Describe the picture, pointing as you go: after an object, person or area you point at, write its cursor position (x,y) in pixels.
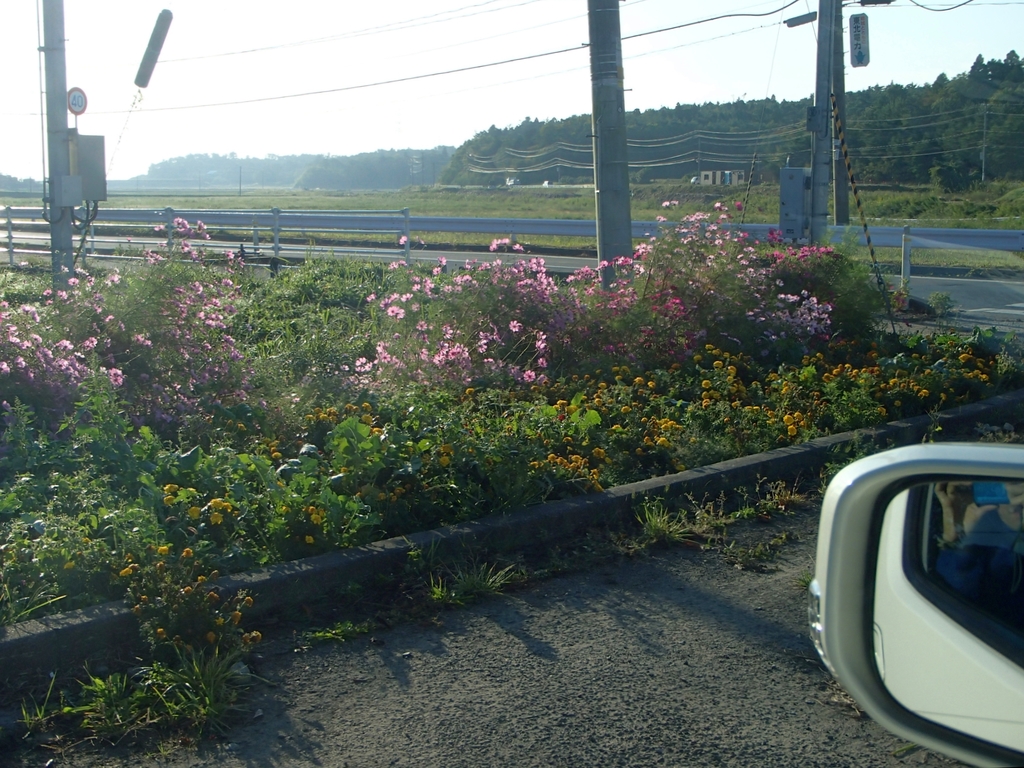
In this image I can see the side mirror (899,582) of the car (943,601), the road (590,683), few plants (486,480) and few flowers (200,330) which are yellow and pink in color. I can see few poles (59,63), few wires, few boards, the road (992,285), the railing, few trees (725,158) and the sky (358,111) in the background (251,84).
